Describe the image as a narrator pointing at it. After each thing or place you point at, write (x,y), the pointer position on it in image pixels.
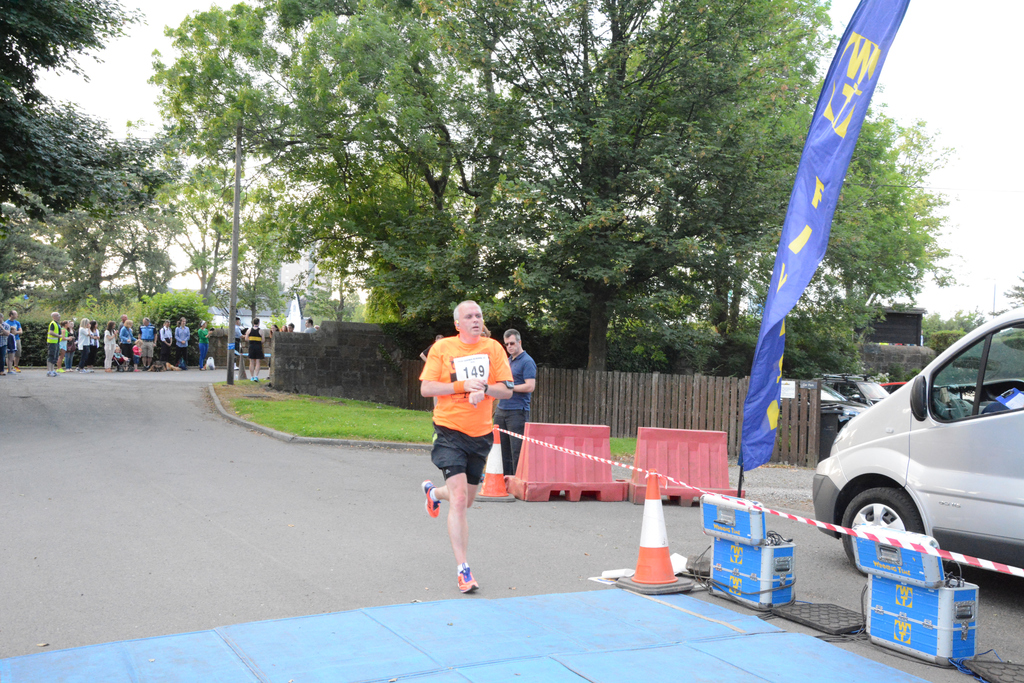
In this image in front there is a person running on the road (592,532). Beside him there are traffic cones (637,563) and there are a few other objects (795,581). On the right side of the image (904,507) there are cars (926,434). There is a fence (669,399). There is a banner (778,332). In the background of the image (86,338) there are people (80,324) standing on the road (598,572). There are trees (563,166) and sky (958,79).
